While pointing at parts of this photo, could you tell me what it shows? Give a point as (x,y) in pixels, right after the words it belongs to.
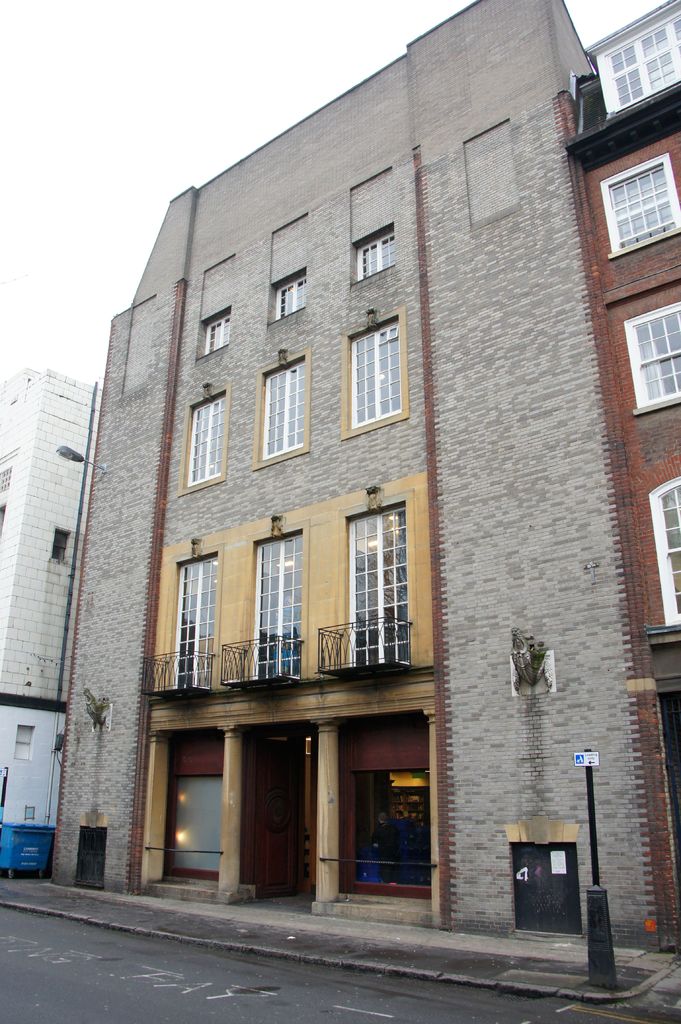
In this picture I can see there are few buildings (255,736) and there are windows (194,664) with glasses (214,806). On the walk way (567,948) there is a pole (598,958) and the sky (75,333) is clear.
